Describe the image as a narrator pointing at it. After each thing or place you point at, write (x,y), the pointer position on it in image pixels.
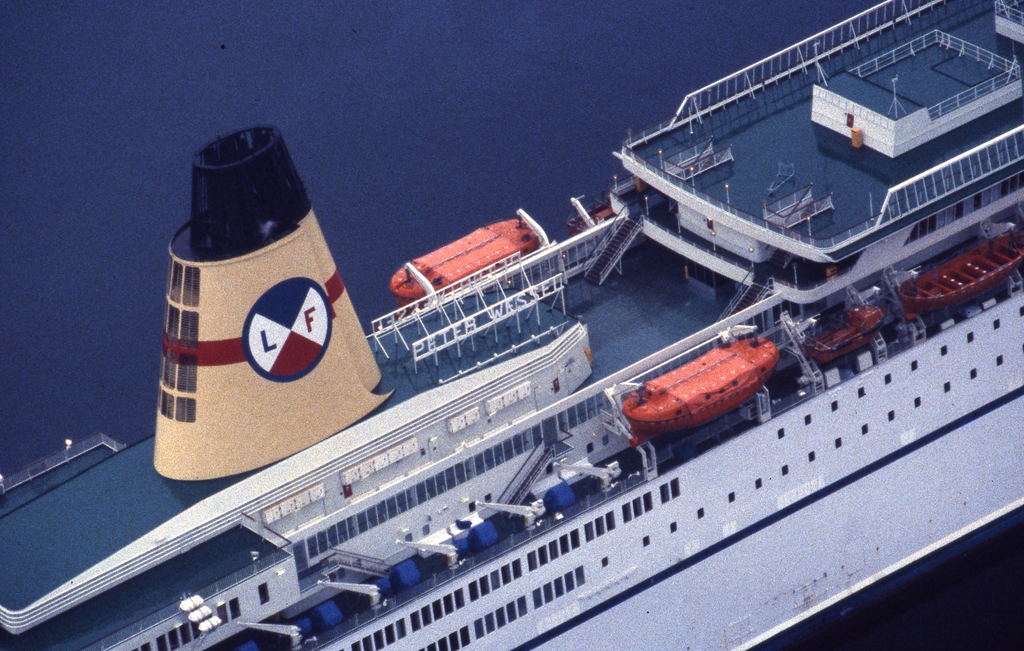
In the picture we can see a ship (421,621) in the water (30,410), the ship (671,621) is white in color, on the ship (902,533) we can see some railings (517,547), steps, windows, doors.
